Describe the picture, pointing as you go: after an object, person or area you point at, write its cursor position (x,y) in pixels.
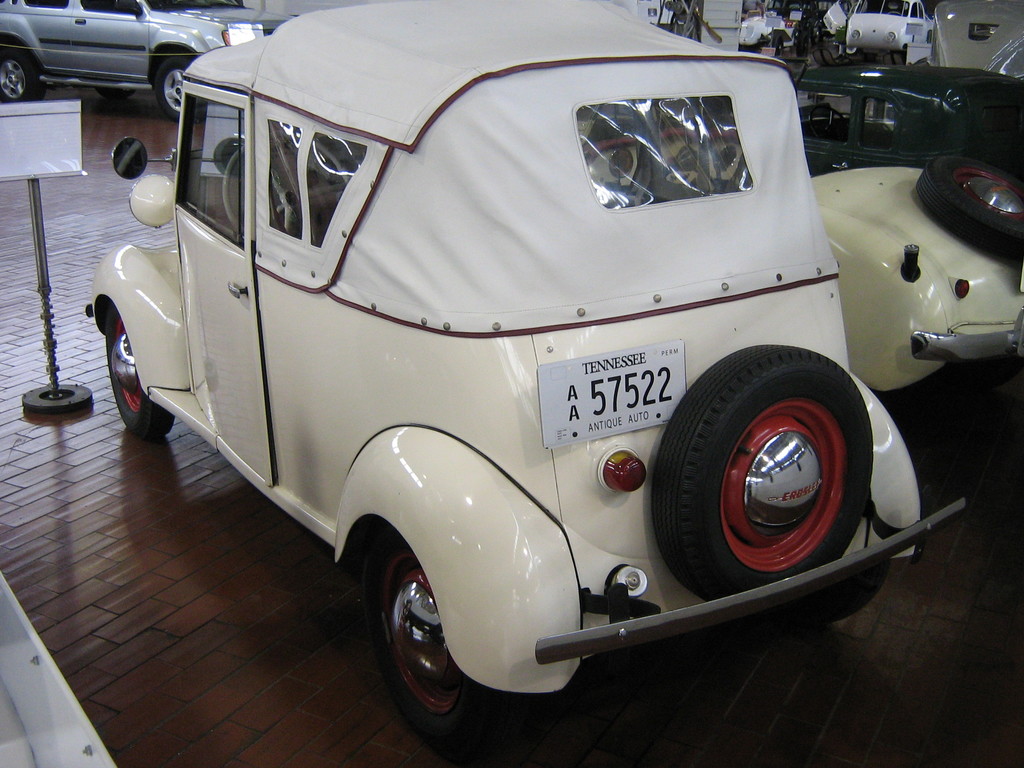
In this picture we can see vintage cars (519,568) and other vehicles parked on the wooden floor (137,556).
